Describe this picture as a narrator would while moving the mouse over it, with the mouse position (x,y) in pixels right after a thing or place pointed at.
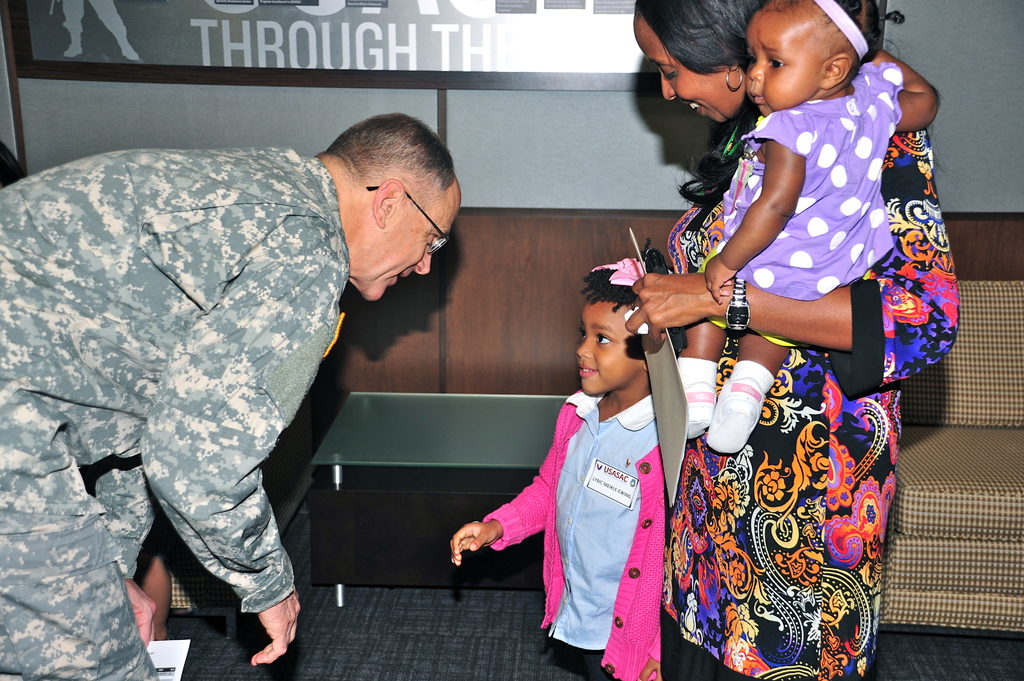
In the picture we can see a man (69,208) standing and bending and he is with a uniform (85,366) and in front of him we can see a woman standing and holding a baby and a girl child (600,400) beside her and in the background (958,433), we can see a sofa (988,503) and a wall (437,300) with some wooden plank (502,261) and top of it we can see a board (518,31) with some words (284,53) on it.
